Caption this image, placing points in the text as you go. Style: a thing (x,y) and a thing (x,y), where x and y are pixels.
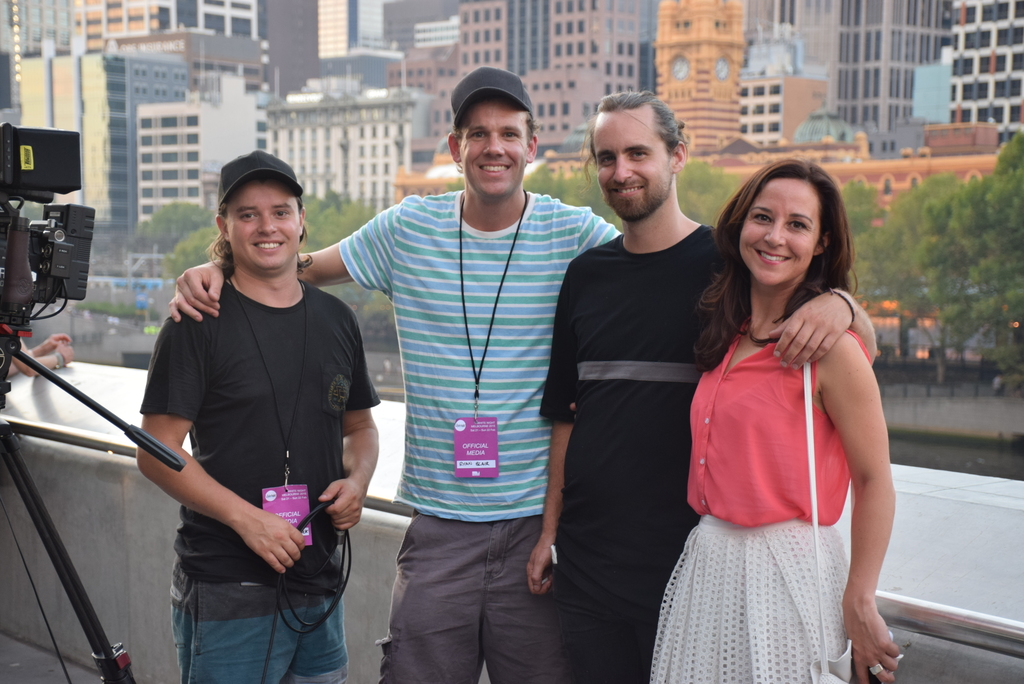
In this image I can see four persons (832,287) standing. The person (735,412) at right (731,431) is wearing peach color shirt (767,437) and white color skirt (790,574) and the person (282,400) at left (305,409) is wearing black shirt (240,494) and blue short (239,613). I can also see a camera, background (904,115) I can see few buildings (766,57) in brown, cream and white color and trees (974,283) in green color.
